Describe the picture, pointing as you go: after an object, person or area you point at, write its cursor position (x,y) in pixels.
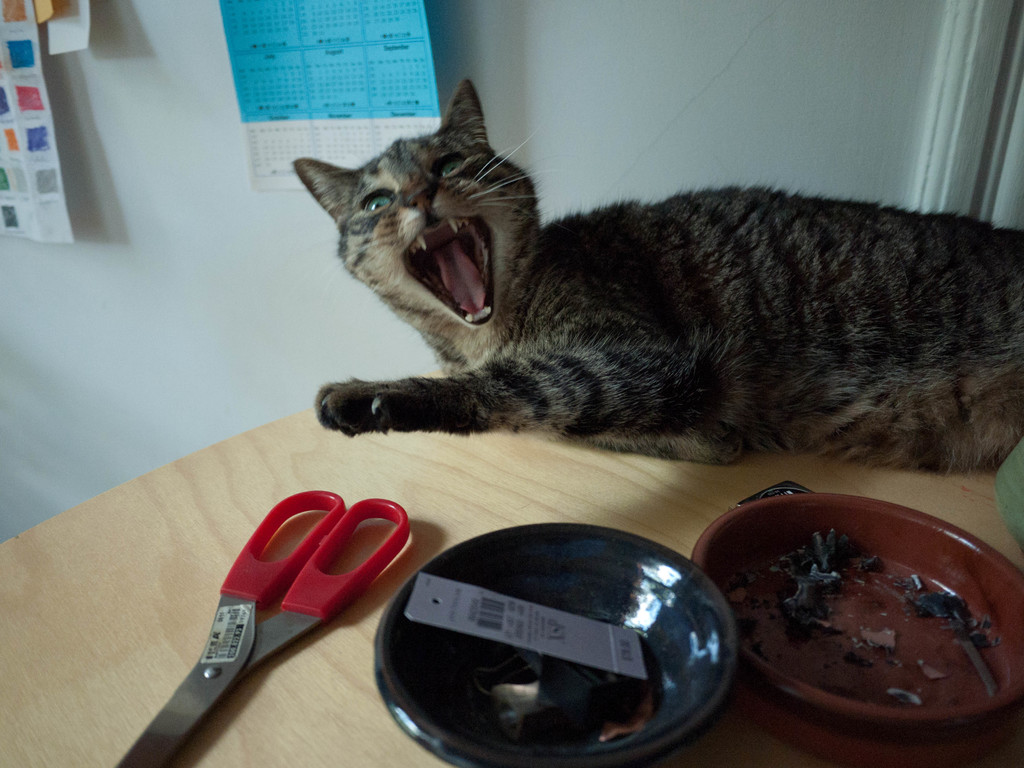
There is a cat (536,299), scissors (129,755), and bowls (953,699) on the table (111,730). In the background (168,403) we can see a wall (149,186) and posters (298,41).
